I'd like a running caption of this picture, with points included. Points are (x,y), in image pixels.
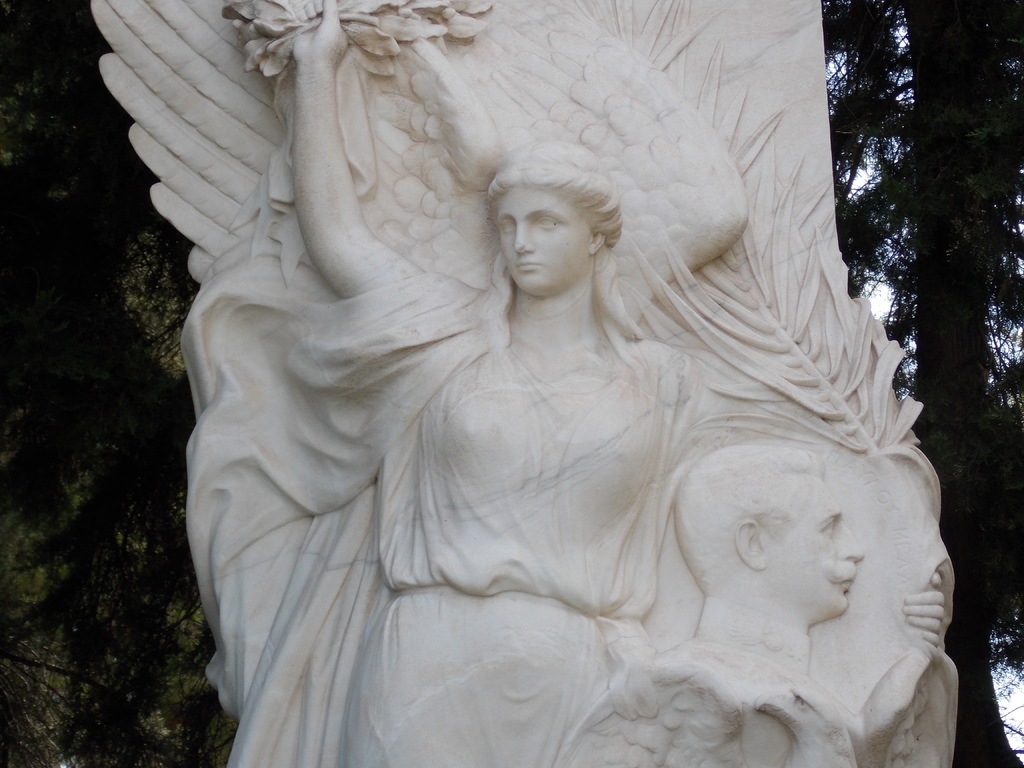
In this picture there is a white color women statue (463,341). Behind there are some trees (929,300).
